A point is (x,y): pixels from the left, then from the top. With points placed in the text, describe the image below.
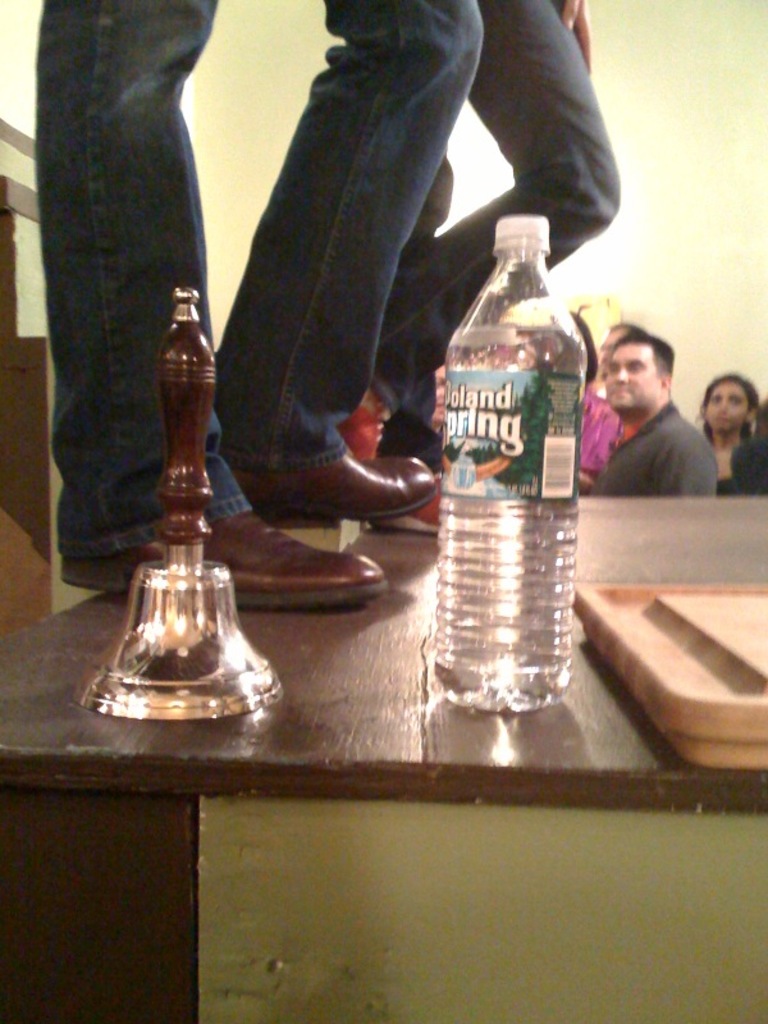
In this picture there are two persons (273,206) who are standing on the table (390,634). There is a bottle (453,552) and a bell (225,587) on the table (255,632). At the background (624,390), there are group of people (641,485).
